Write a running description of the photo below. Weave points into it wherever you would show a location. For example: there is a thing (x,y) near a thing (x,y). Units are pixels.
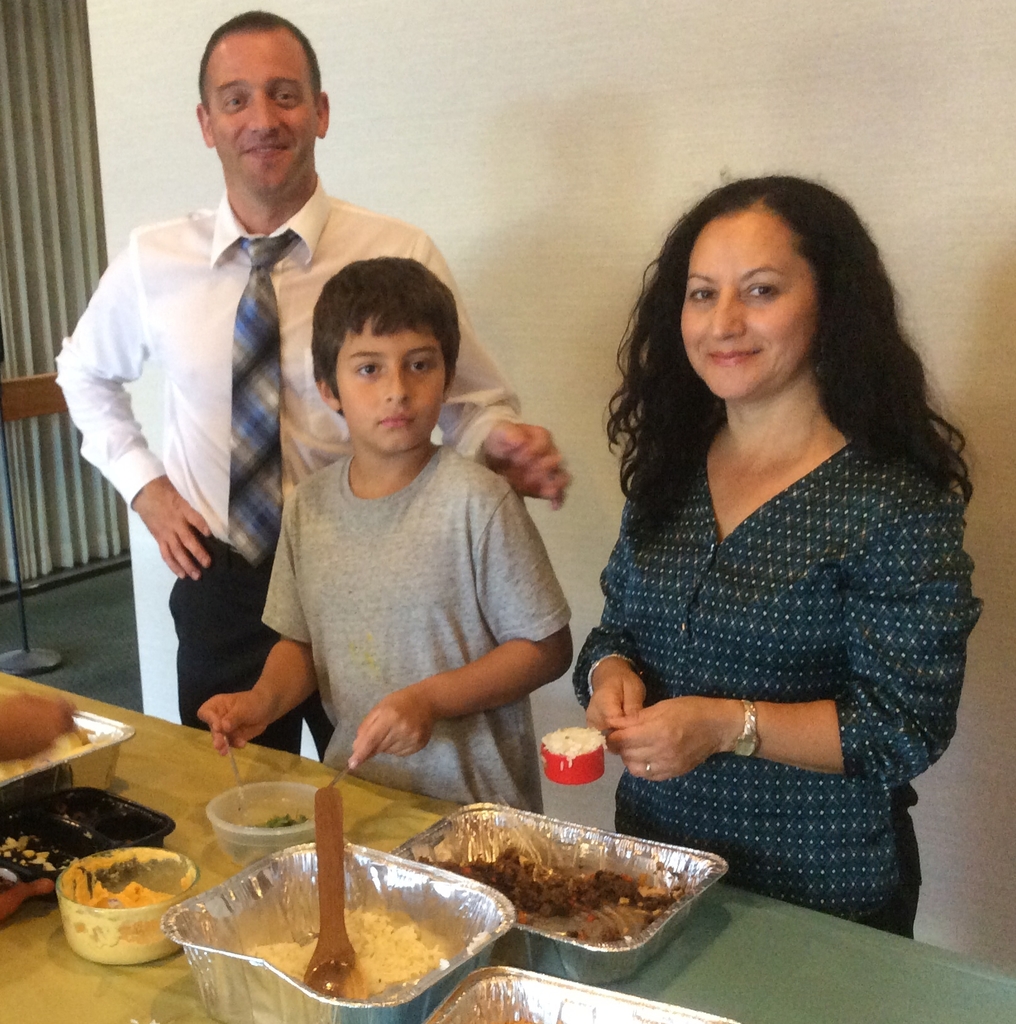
In this image I can see three persons (264,146) are standing on the floor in front of a table (831,967) on which boxes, trays (75,836), bowl (89,899) and food items (385,945) are kept. In the background (998,684) I can see a wall (368,190) and curtain (4,31). This image is taken may be in a room (46,515).
